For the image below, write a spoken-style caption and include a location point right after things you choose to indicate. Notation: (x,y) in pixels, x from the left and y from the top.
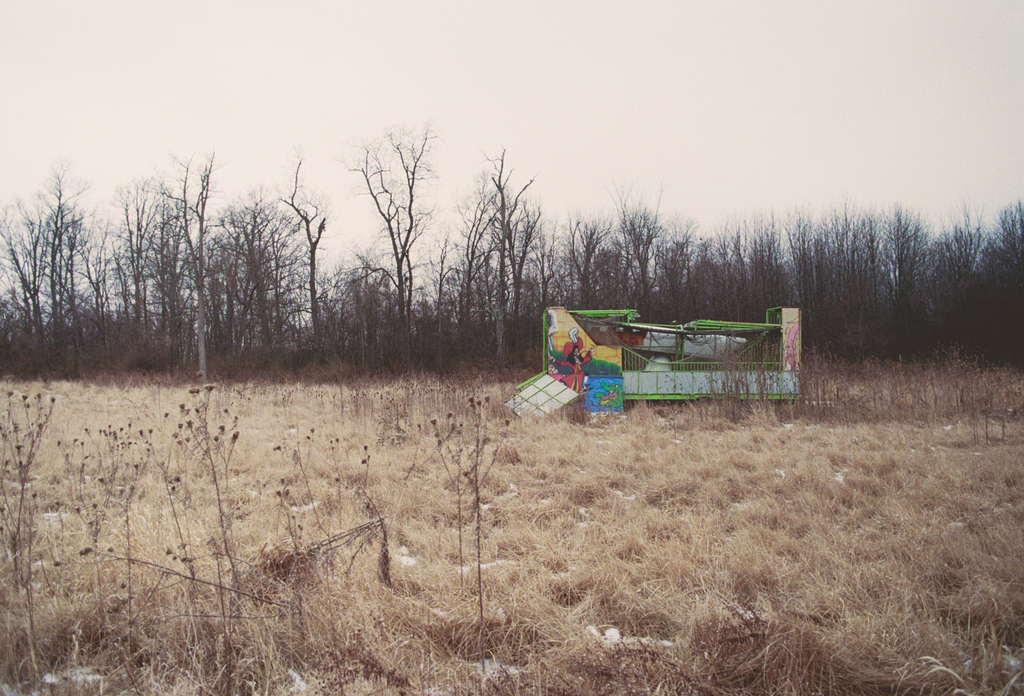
At the bottom of the image (427,510) there is dry grass (508,484). In the background of the image (501,324) there are trees (593,255). At the top of the image (469,105) there is sky (606,92).
